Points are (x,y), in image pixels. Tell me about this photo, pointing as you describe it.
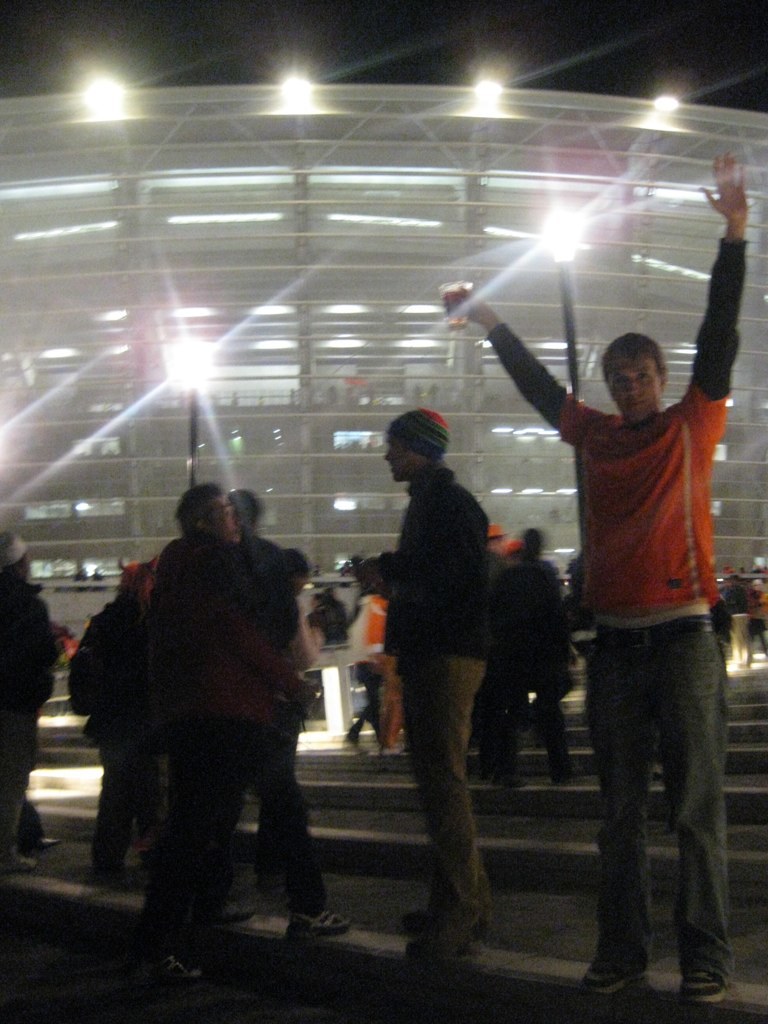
In this image I can see stairs (376,863) and on it I can see number of people (22,791) are standing. On the right side of this image (634,548) I can see one person (492,316) is holding a glass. In the background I can see few poles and number of lights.
